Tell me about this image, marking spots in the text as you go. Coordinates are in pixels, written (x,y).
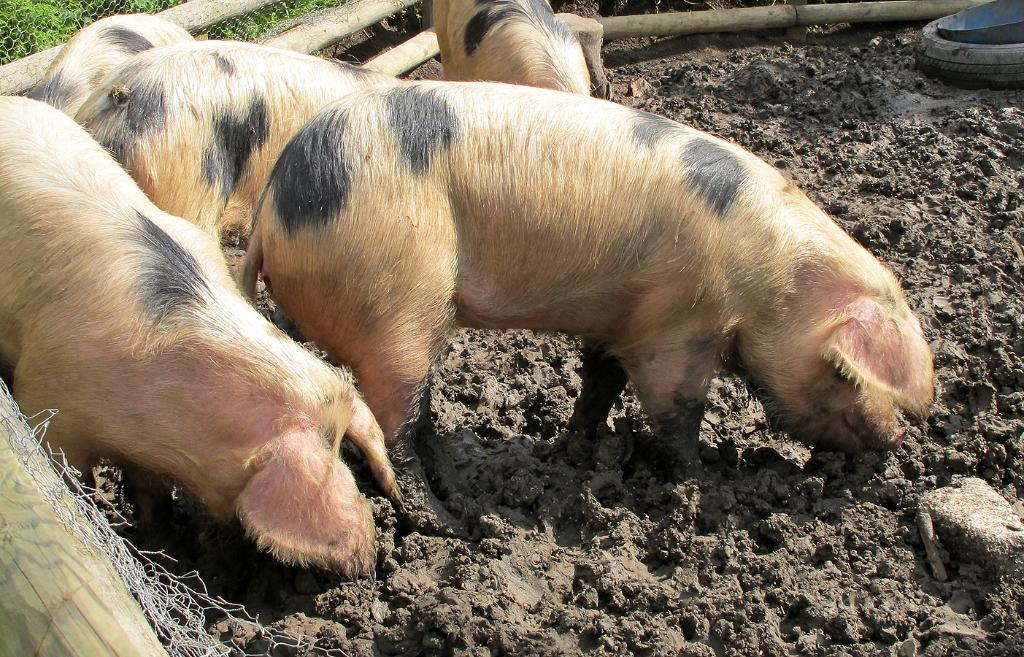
In this image we can see animals (675,336), ground (973,116), tyre (991,54), tub (990,29), wooden sticks (40,600), net (118,7), and grass (30,39).
